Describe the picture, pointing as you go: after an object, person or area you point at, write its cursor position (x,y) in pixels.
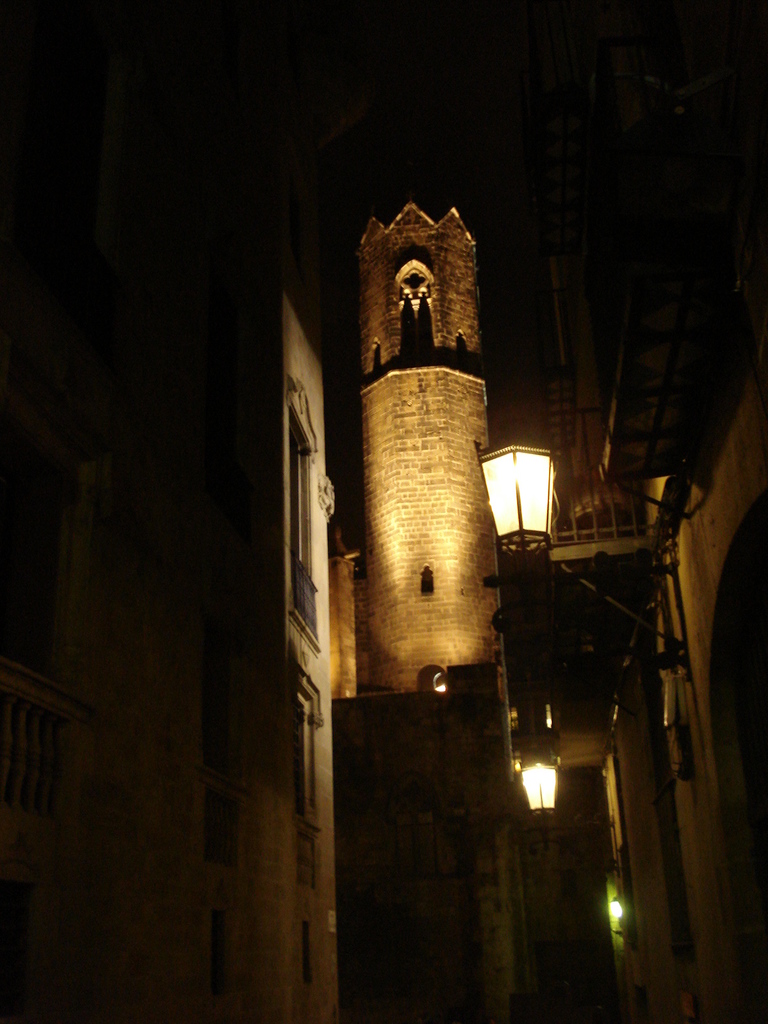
In this picture we can see a fort (421,502), few buildings (234,660), lights (547,480) and metal rods (675,538).
